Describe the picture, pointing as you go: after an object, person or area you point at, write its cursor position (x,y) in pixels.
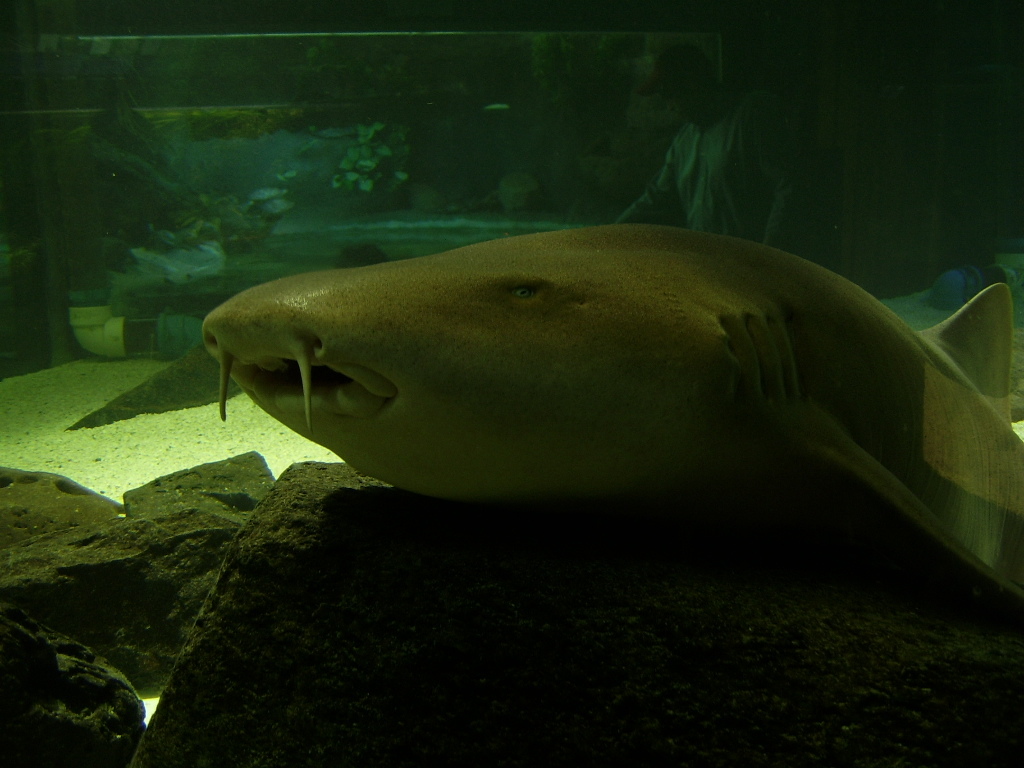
In this image there is an aquarium (545,155) with water (269,233) and an oxygen pipe (94,319) in it. At the bottom of the image (225,586) there are a few stones (218,554) in the aquarium (661,218) and in the middle of the image (490,316) there is a fish (482,433) in the water (120,289).
